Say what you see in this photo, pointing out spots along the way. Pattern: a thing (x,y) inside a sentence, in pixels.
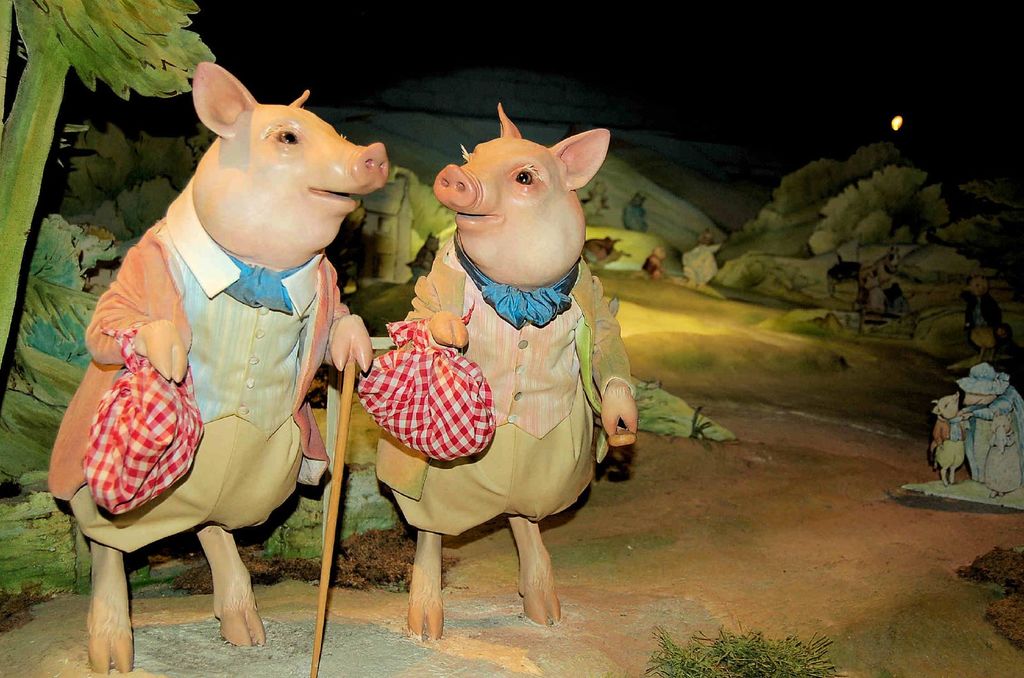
In this picture there are two toy pigs (549,254) on the left side of the image (231,185) and there are toy trees (13,193) in the background area of the image (3,209).
